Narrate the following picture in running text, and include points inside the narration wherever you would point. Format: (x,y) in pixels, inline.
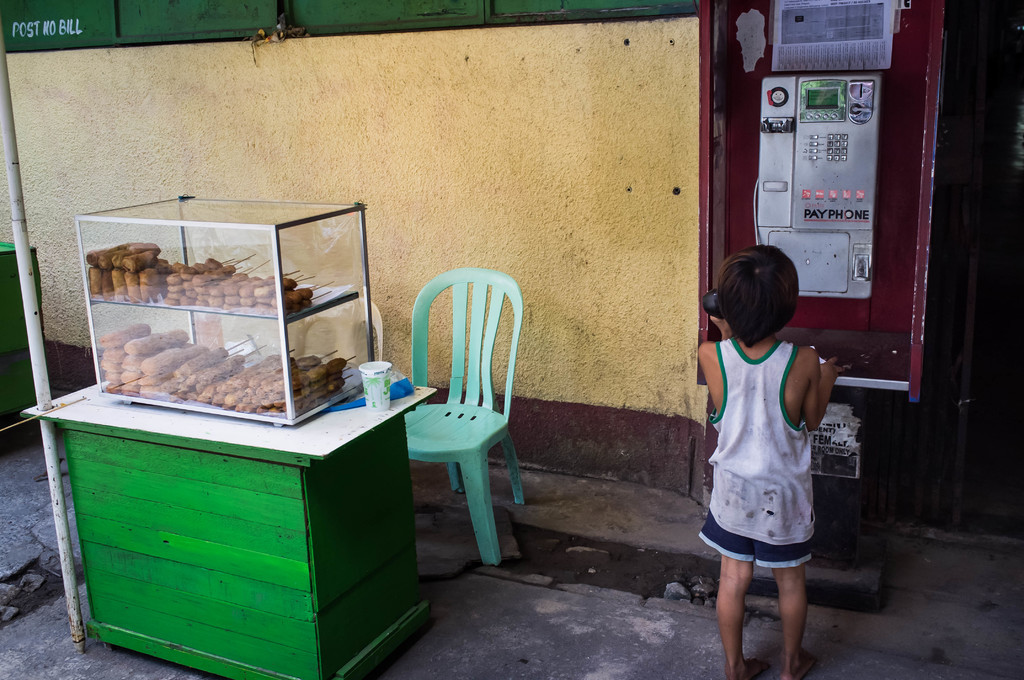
In the image we can see there is a person (759,518) who is standing and on the table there are food items (275,380) and there is a chair (468,379) which is in green colour.
